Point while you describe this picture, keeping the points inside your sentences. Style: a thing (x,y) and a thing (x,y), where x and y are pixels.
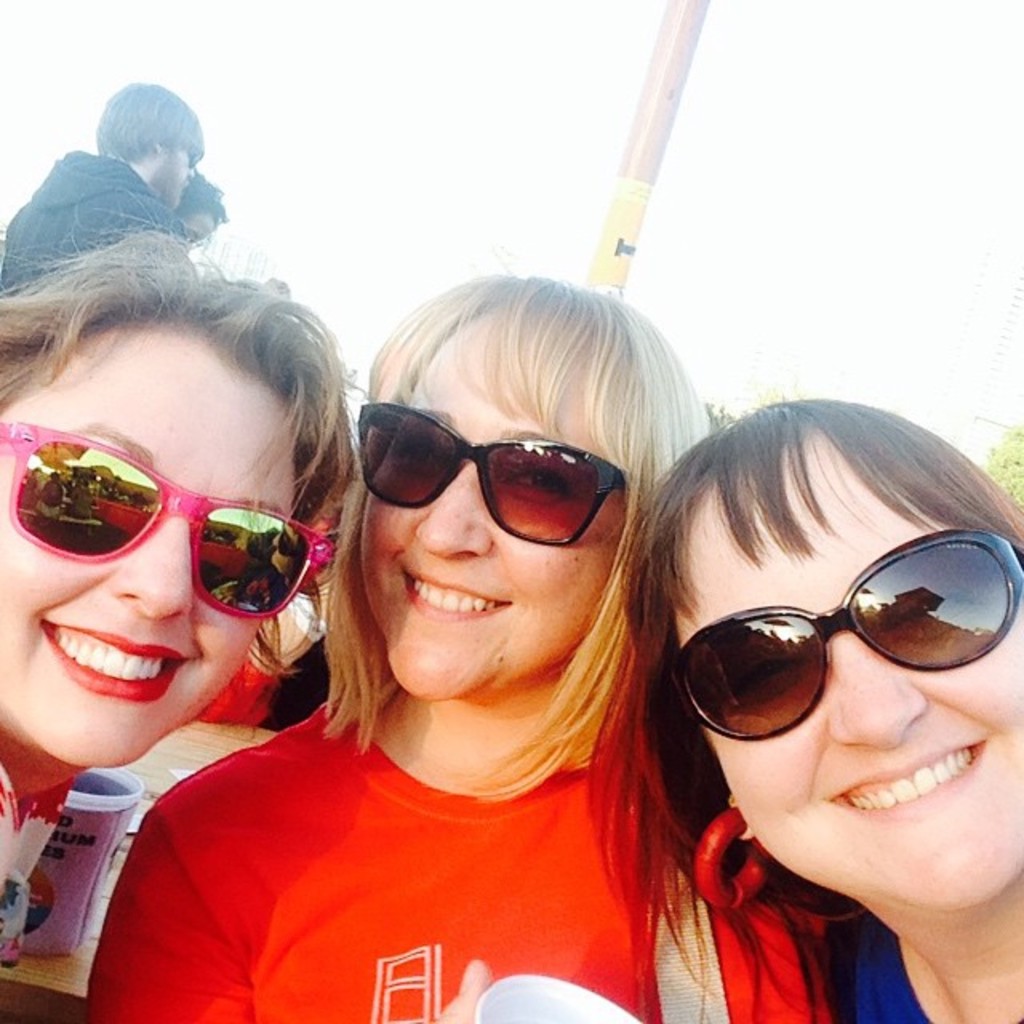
In the foreground of the picture (414,601) there are three women (294,792), behind them there are people (124,218) and pole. In the background (1016,434) there are trees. Sky (936,390) is sunny. On the left (93,864) there is a cup (84,836).
